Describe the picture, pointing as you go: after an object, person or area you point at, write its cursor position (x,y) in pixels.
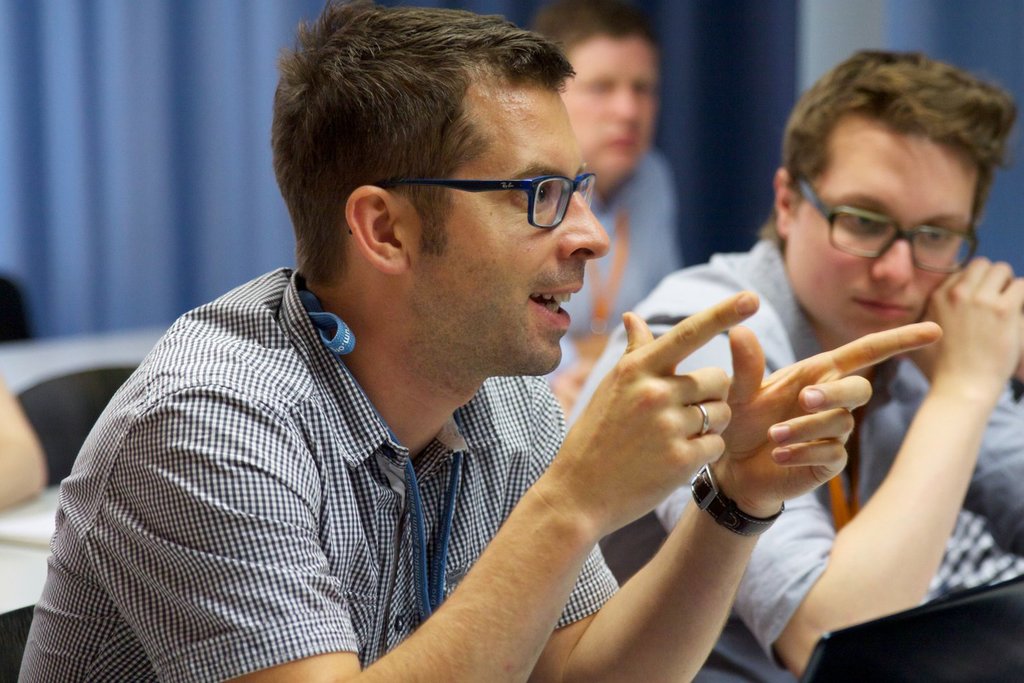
In this picture I can see three men (648,314) sitting. The two men (483,418) in the front (536,415) are wearing spectacles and shirts (534,410). This person (700,530) is wearing watch (704,504).
